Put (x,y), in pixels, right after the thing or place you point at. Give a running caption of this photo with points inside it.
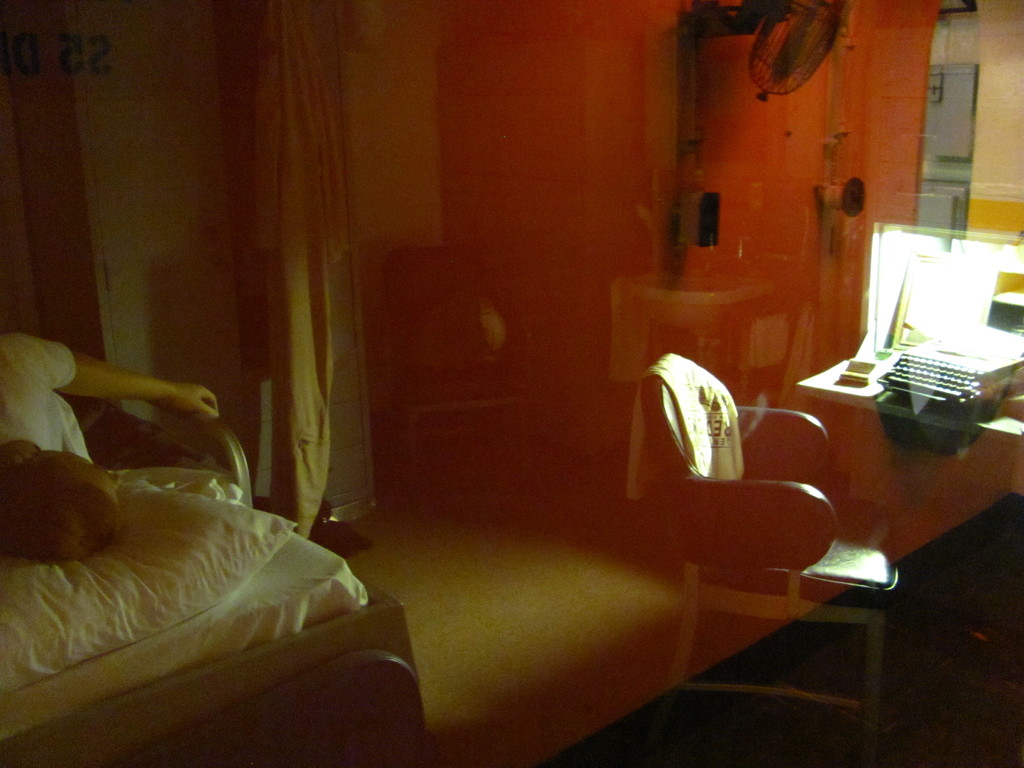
This is inside view picture of a house (610,313). At the right side of the picture (970,381) we can see a typewriter (955,360). Near to it there is a chair (732,481) and we can see a towel (679,372) over the chair (662,393). This is a fan (784,58). Here we can see one man (103,521) sleeping on the bed (179,646). This is a door (158,211). it's a curtain (308,319). This is a floor (544,614).
